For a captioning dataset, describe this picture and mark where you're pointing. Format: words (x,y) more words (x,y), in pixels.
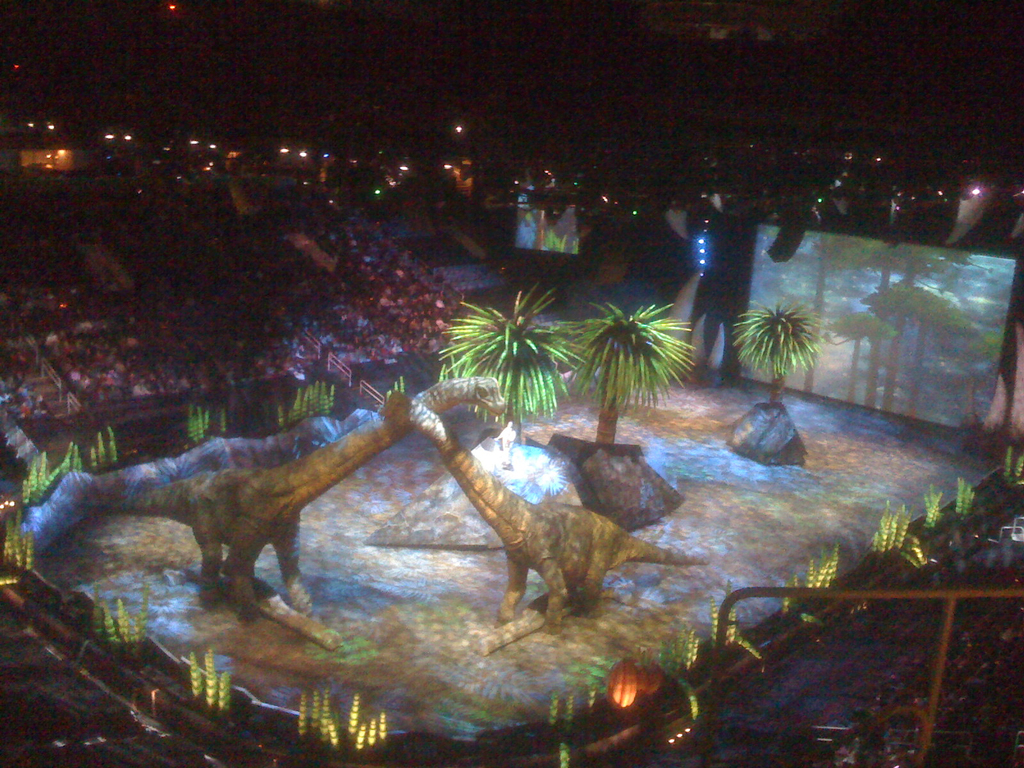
In this image there are animal statues (504,498). Behind there are trees (666,374) and rocks (652,477). Right side (907,308) there are screens (933,421). Top of the image (842,182) lights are attached to the metal rods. Few lights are attached to the wall (234,166). Left side (19,326) there are people (419,302) on the stairs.
